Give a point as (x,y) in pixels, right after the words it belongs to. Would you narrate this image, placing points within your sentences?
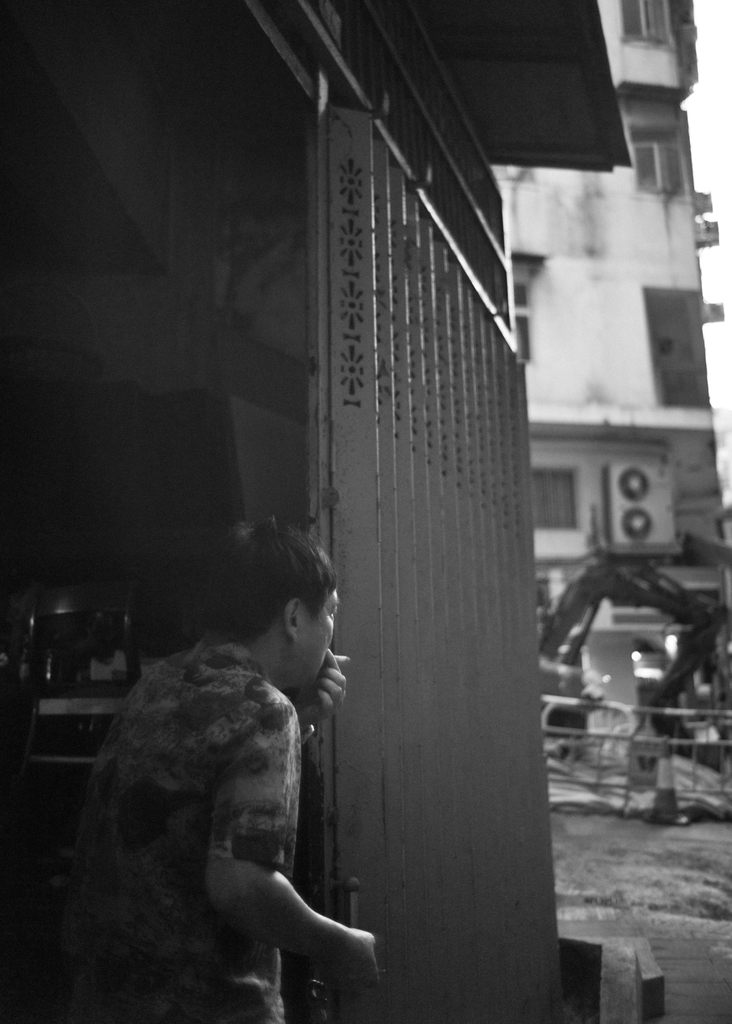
In this image I can see the person (158,834) with the dress (168,874). In the background (706,128) I can see the buildings (571,216), railing (601,732) and the sky (692,133). I can see this is a black and white image.
